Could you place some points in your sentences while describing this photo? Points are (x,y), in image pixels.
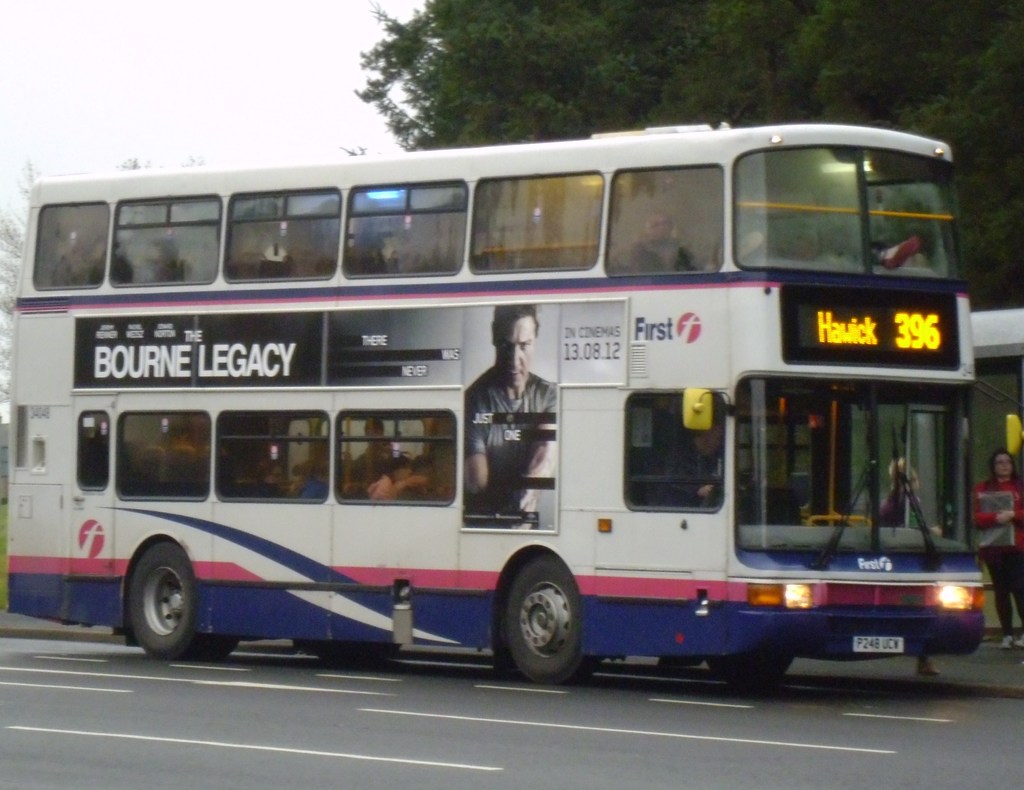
In this image we can see a bus (399,388) on the road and some text (859,330) and poster (536,342) on the bus (849,394), there is a woman (1001,571) standing beside the bus (956,450) and holding an object (999,495) in her hand (1010,516) and there is a tree (680,61) and a sky (164,100) at the background (402,107).
